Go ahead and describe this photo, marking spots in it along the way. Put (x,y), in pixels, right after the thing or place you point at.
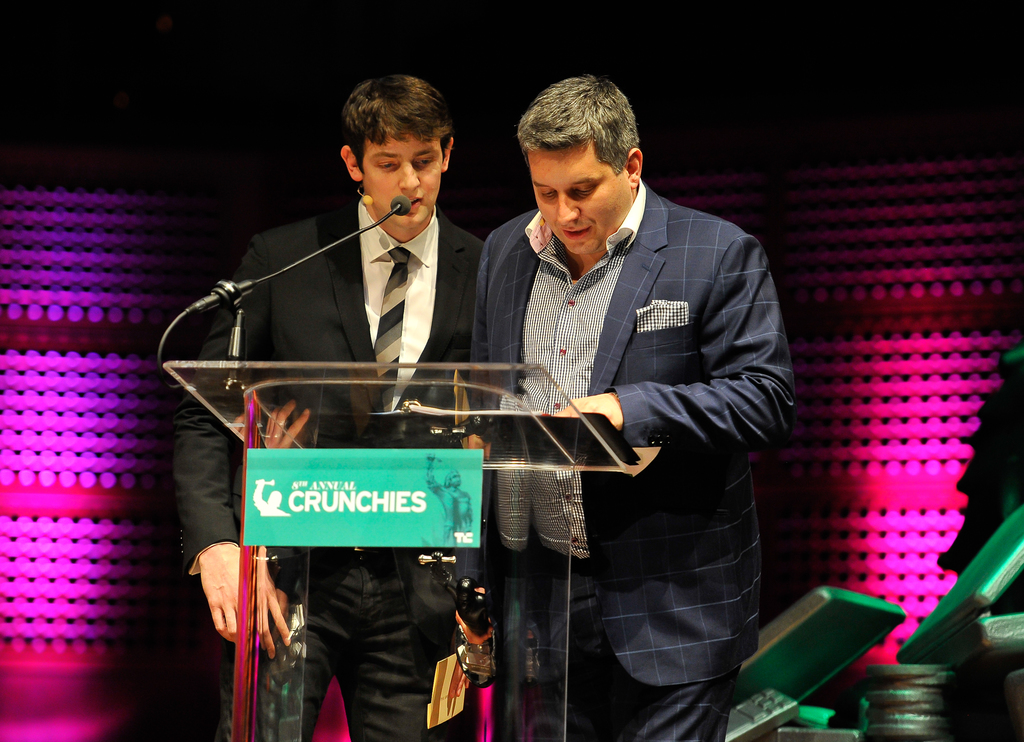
There are two men (455,281) standing. This is a glass podium (502,451) with a mike (238,327). I think this is a name board (386,505), which is attached to the podium (519,455). I can see few objects (805,685) placed here. The background (756,136) looks pink and black in color.
